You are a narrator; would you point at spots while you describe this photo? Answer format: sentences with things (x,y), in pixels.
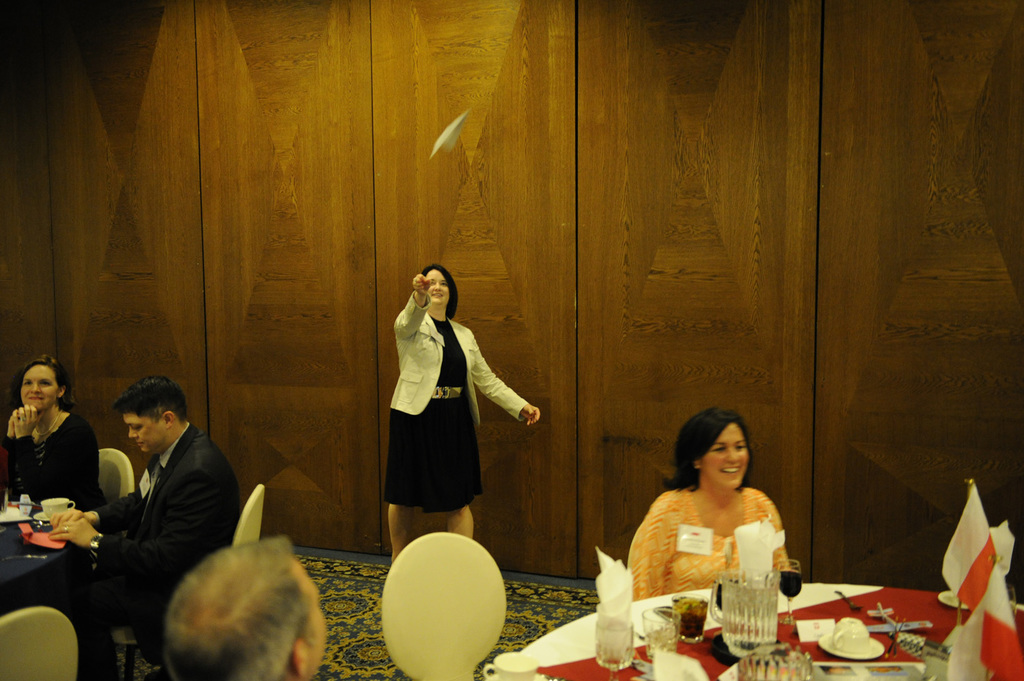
People (65,427) are sitting in chairs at tables (572,663). There is woman (417,358) throwing paper plane (446,137) in the background (425,294).
